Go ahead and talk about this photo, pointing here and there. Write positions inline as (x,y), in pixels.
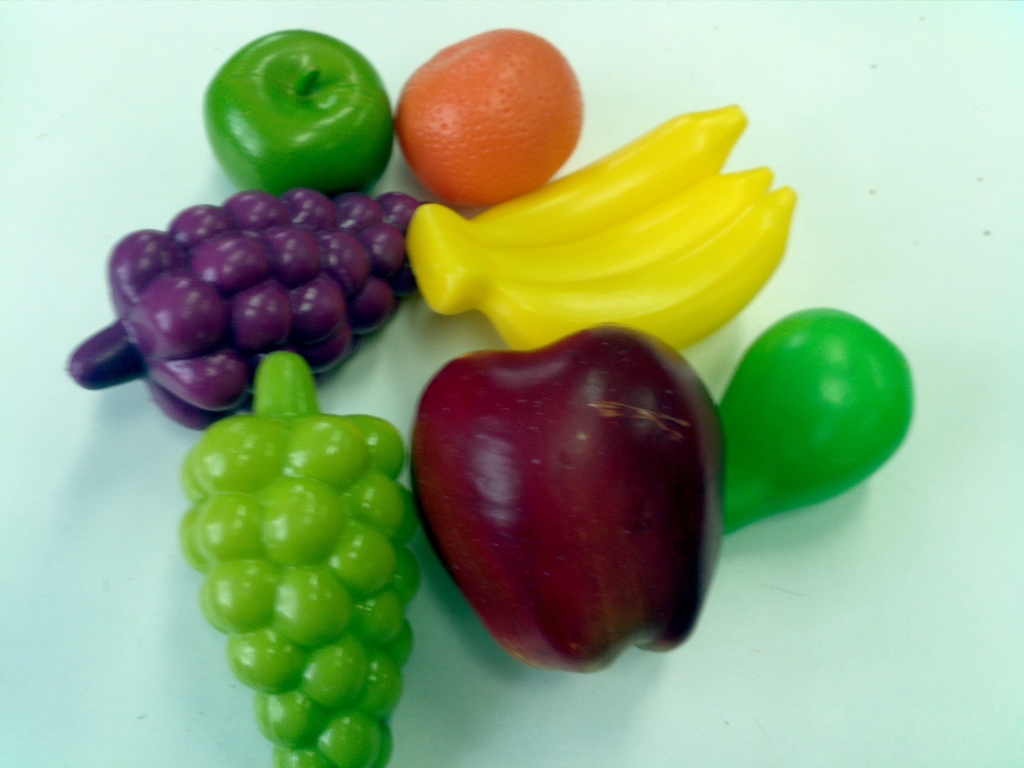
In this image I can see few plastic things (302,277) like grapes (268,478), bananas (493,241), an apple (556,382), an orange (516,192) and few other things (233,141).
